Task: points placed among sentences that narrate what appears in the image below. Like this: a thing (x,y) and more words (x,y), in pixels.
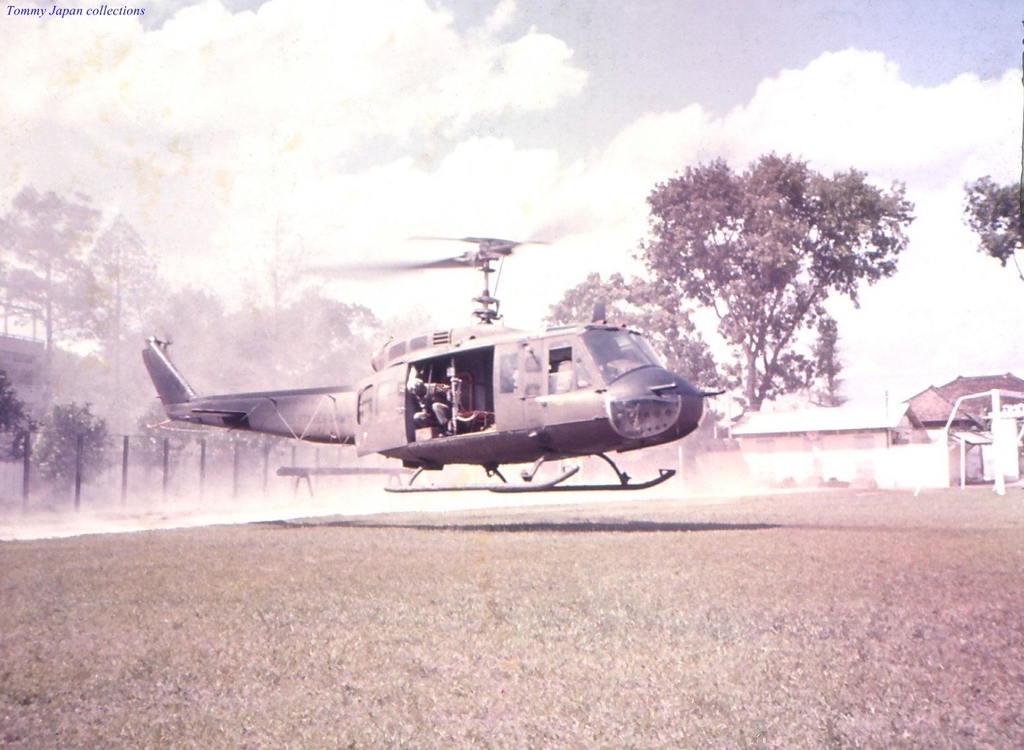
In this picture we can see a helicopter (494,412) and few people (422,414) are seated in it, in the background (198,438) we can see few metal rods (168,453), trees (76,342) and houses (857,409).
